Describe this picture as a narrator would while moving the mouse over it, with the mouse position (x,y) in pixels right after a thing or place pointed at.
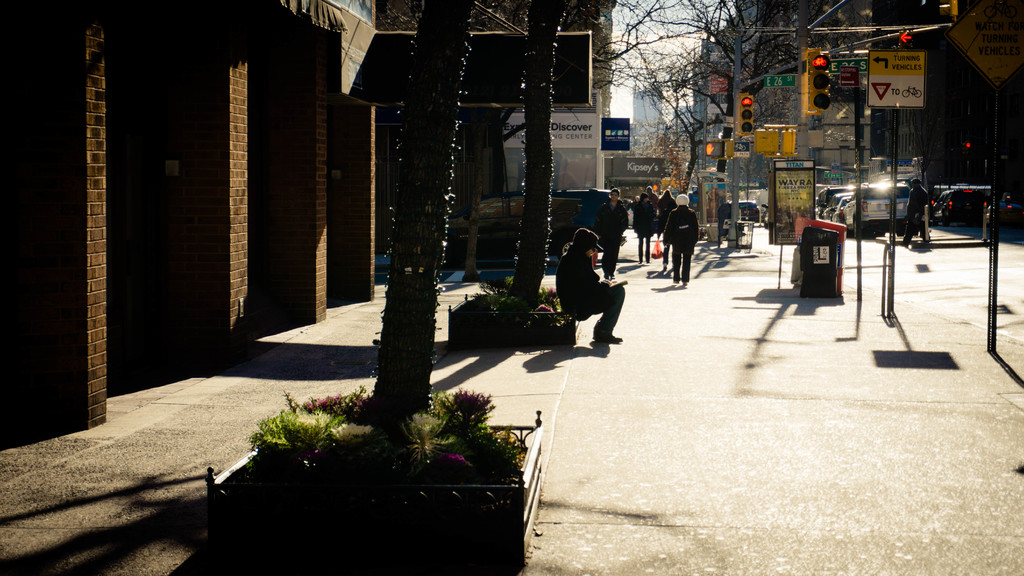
This is an outside view. On the right side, I can see few people (669,244) are walking on the road (668,336) and a person (575,285) is sitting beside the road (587,336). In the background (873,198) there are some cars (901,205). poles (803,126), traffic signal lights (812,97) and some buildings (913,18). On the left side (77,276), I can see some pillars (95,285). Beside the road (601,413) there are some trees (421,203) on the footpath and also I can see some plants (382,448).
